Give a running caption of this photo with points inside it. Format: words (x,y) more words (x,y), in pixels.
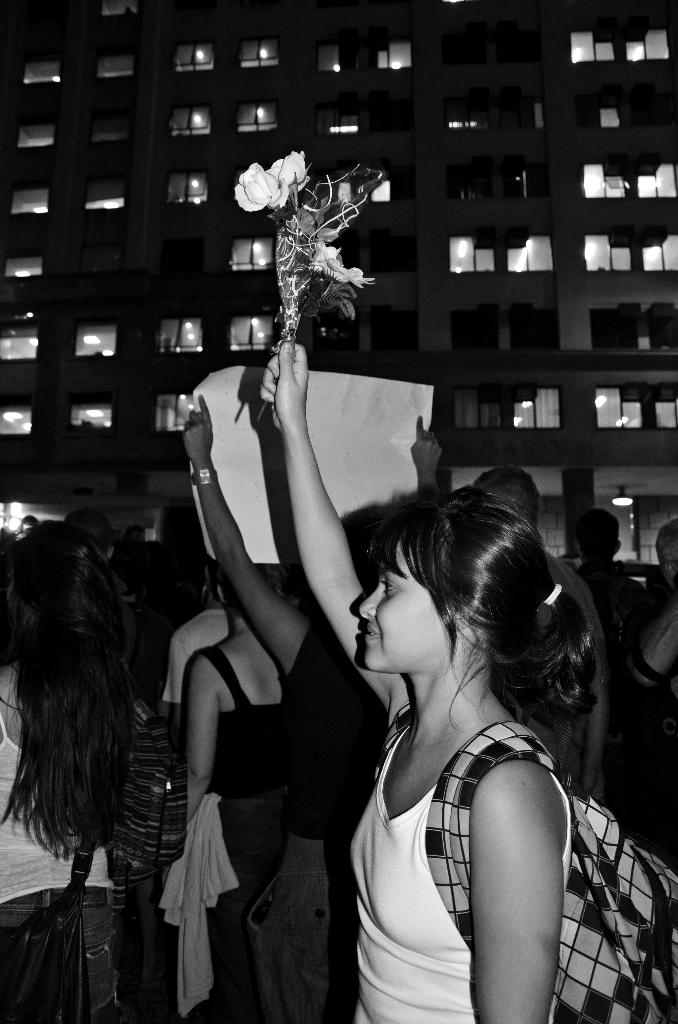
In the center of the image (424,627) we can see a girl (416,630) standing and holding a flower bouquet (286,292). In the background (328,890) there are people (74,658) and we can see a person (356,688) holding a board (298,536). In the background (147,172) there is a building (553,280).
